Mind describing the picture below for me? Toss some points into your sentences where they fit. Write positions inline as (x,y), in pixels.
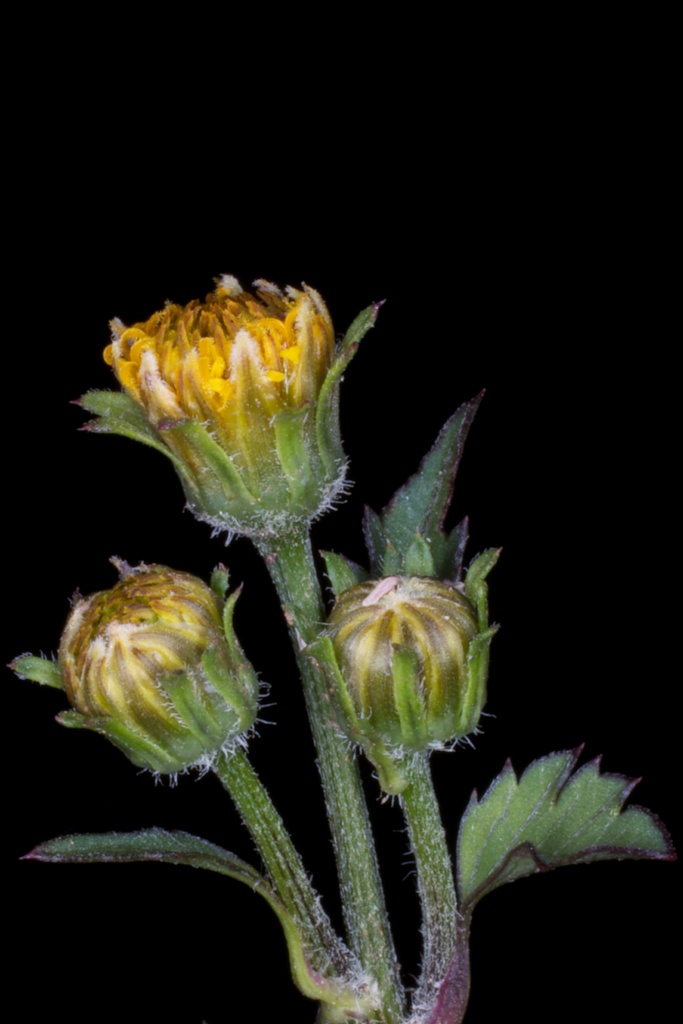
In this picture we can see few flowers (173,693) and a plant (380,906).
